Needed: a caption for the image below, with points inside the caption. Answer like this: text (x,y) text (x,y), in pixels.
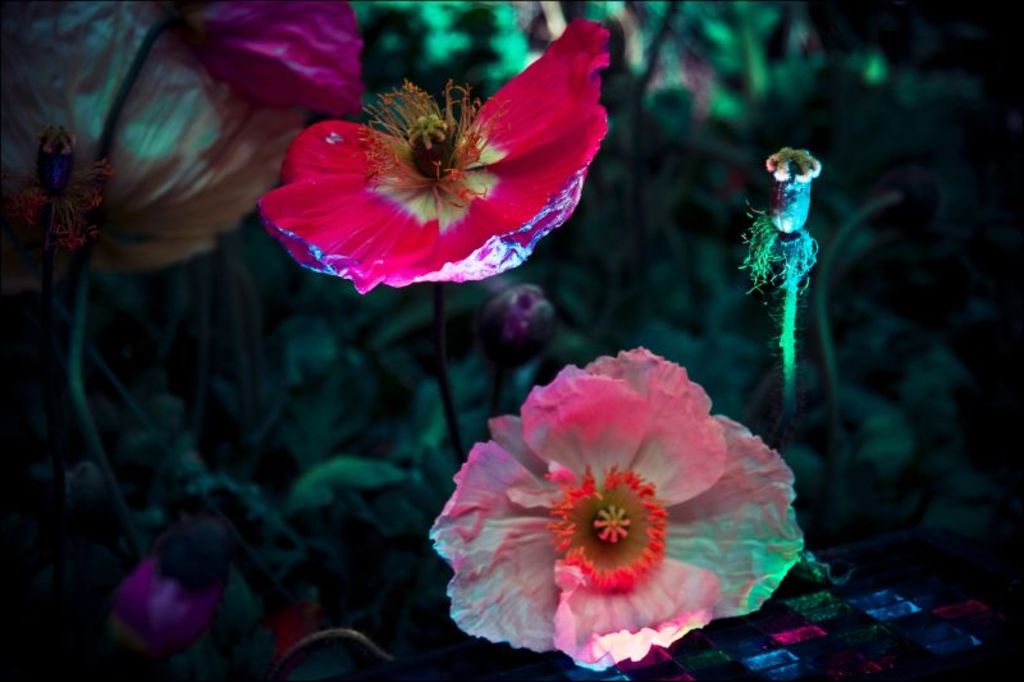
This image consists flowers (503,484) and plants (685,264). The flowers (358,275) are in different colors.
